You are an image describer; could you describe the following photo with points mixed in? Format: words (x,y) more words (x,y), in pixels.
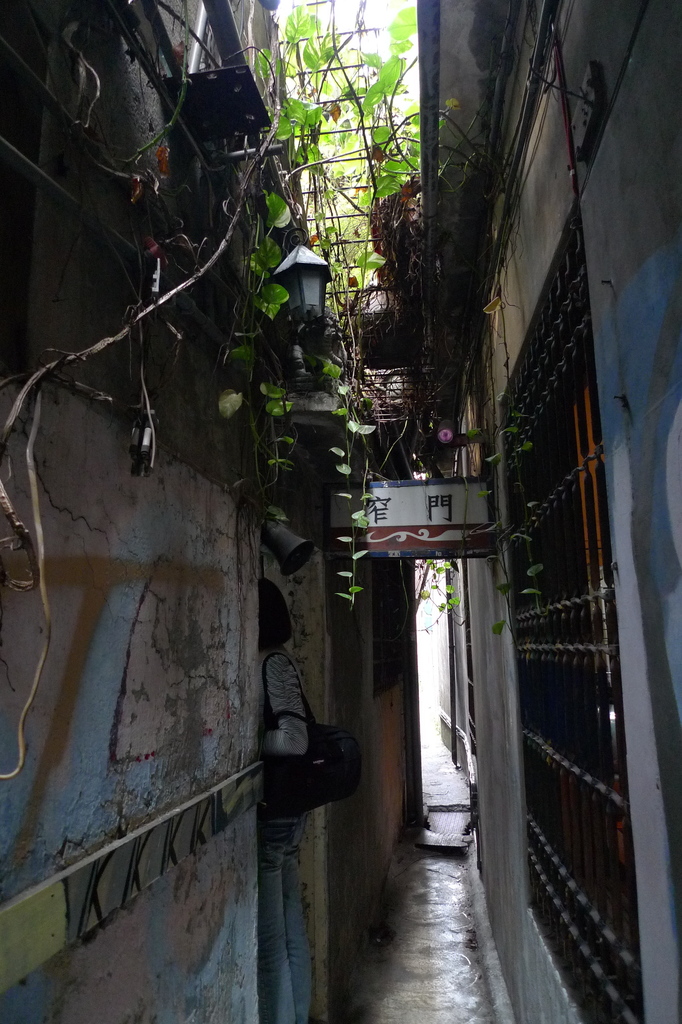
In this picture we can see buildings (81,694) on the right side (563,684) and left side (75,683), we can see a plant (337,117), a board (410,504) and a lamp (304,295) in the middle (375,395).
